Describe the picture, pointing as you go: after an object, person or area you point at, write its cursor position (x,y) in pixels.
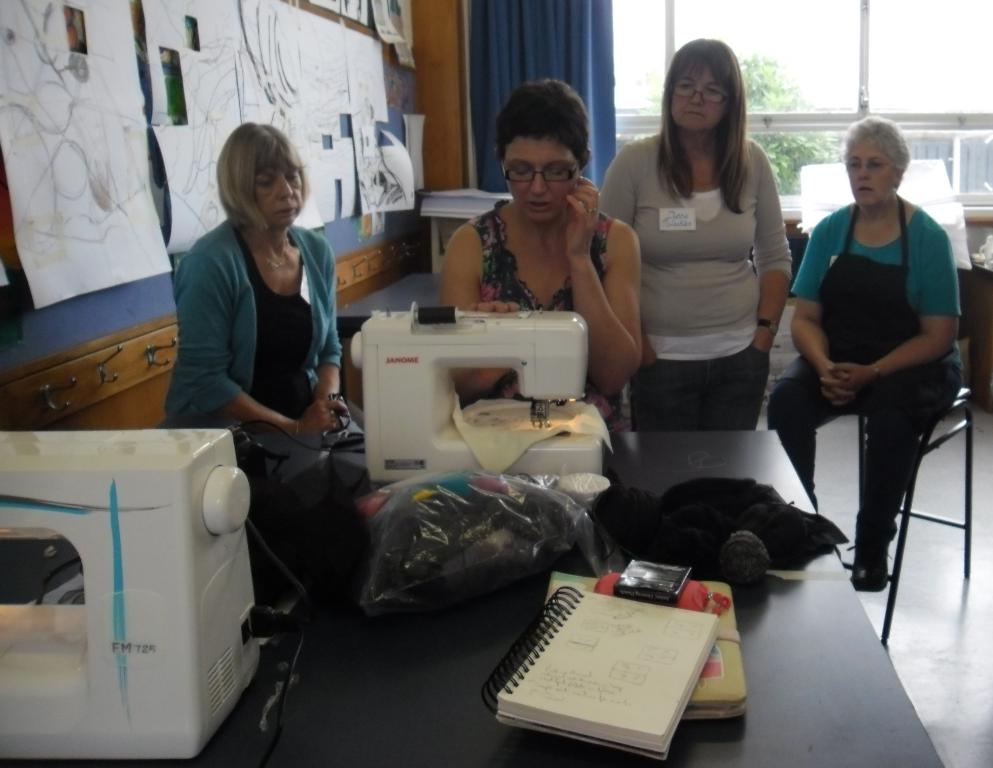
In this picture I can see few people (315,330) are sitting, among them one woman (652,308) is standing and watching, in front (342,550) there is a table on which some objects (305,482) are placed, side some papers (95,77) placed to the board (94,65).
